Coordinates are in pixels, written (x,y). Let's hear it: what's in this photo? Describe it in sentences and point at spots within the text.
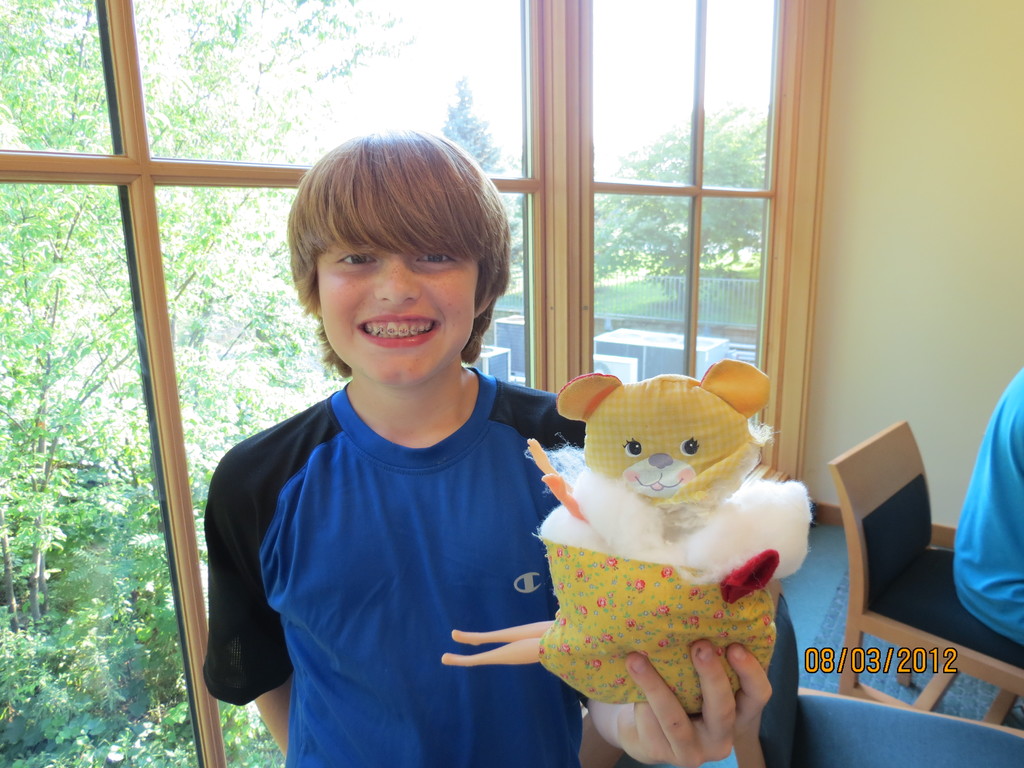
In this image there is a boy (430,512) who is wearing a blue t-shirt (408,606) and he is holding a toy (665,542). On the right (1009,583) there is a person (998,565) who is sitting on a chair (886,600). On the left (79,150) there is a window (98,195) through which we can see a tree (250,48) and a sky (466,36).
